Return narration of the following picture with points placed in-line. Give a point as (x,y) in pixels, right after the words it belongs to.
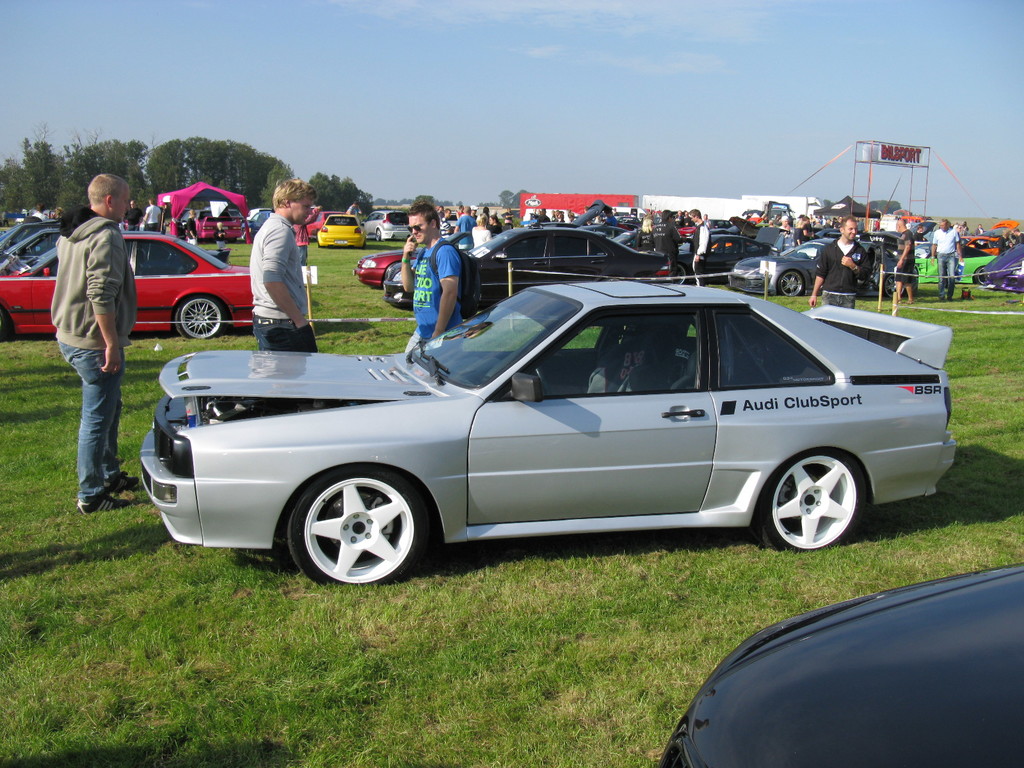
In this image, we can see many cars (599,460), people (263,274), trees (177,179), tents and some banners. At the bottom (351,664), there is ground (435,668).
